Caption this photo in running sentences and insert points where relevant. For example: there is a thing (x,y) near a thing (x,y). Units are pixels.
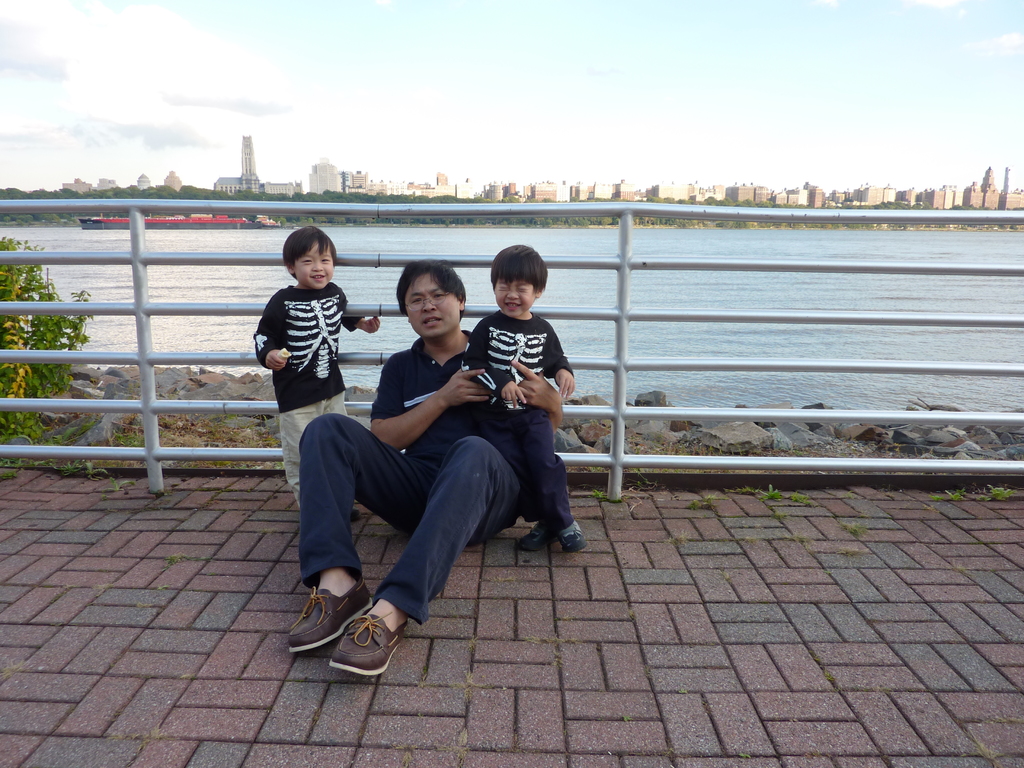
In the foreground of the picture (19,669) there are kids (491,399), man (409,355), railing (1006,369), footpath (596,640), stones (260,398), plants (58,341) and soil (233,436). In the center of the picture (388,296) there is a water body (991,309). In the background (101,193) there are buildings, ship (222,223) and trees (289,218). At the top (462,73) it is sky (438,95).
